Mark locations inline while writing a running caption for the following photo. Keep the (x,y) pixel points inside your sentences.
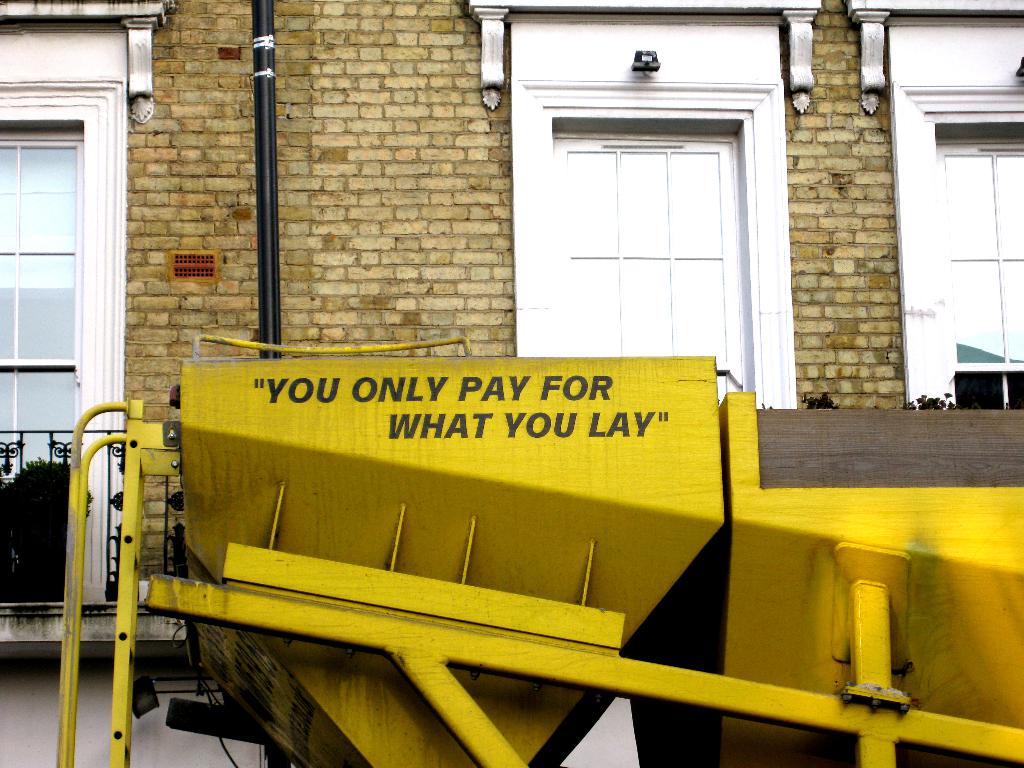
In this picture we can see a building (566,236), few metal rods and a pipe (268,235), in front of the building (251,164) it is looks like a machine (373,473).
